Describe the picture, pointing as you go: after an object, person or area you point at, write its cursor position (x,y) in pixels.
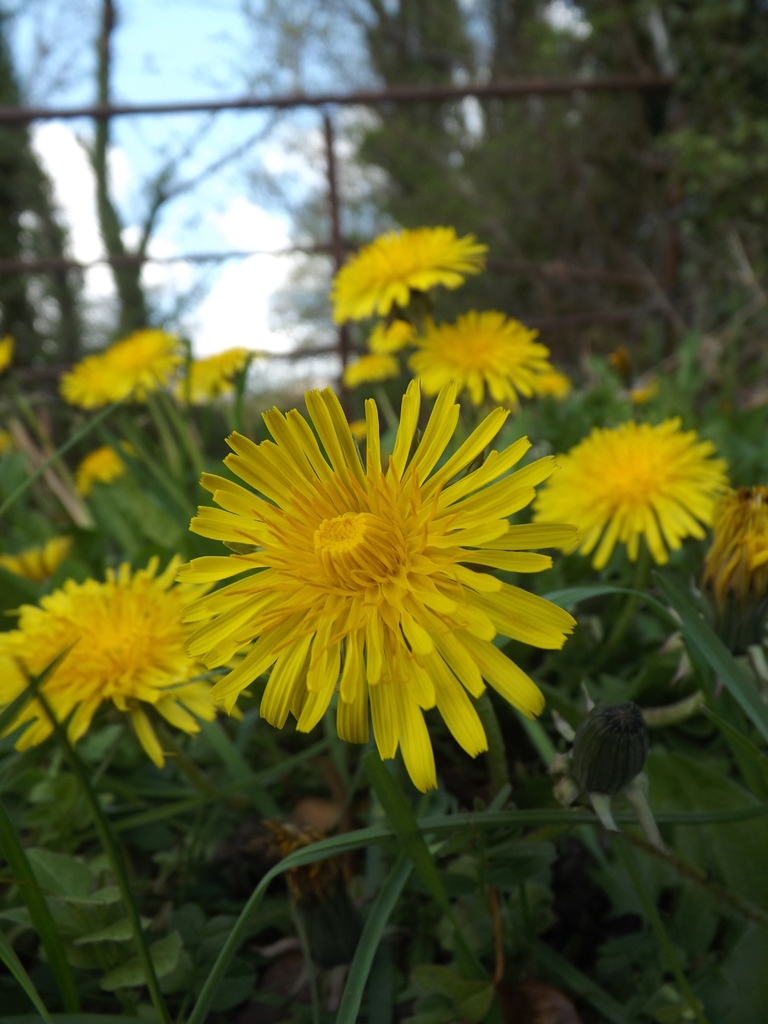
In this picture, we see the plants (336,744) which have flowers (422,643) and these flowers (443,496) are in yellow color. In the background (596,90), we see the wooden sticks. There are trees (485,191) in the background (363,236) and we even see the sky (176,246).
